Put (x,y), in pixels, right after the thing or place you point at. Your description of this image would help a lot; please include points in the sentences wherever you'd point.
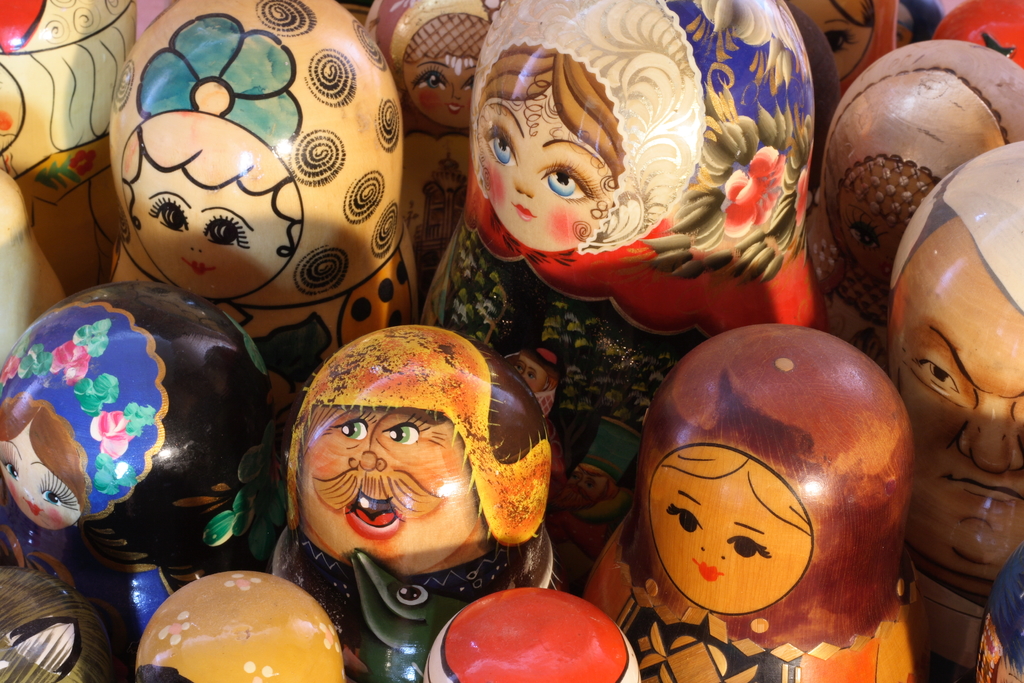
In this image there are a group of objects (718,357), and on the objects (342,406) there is some art (281,166).
